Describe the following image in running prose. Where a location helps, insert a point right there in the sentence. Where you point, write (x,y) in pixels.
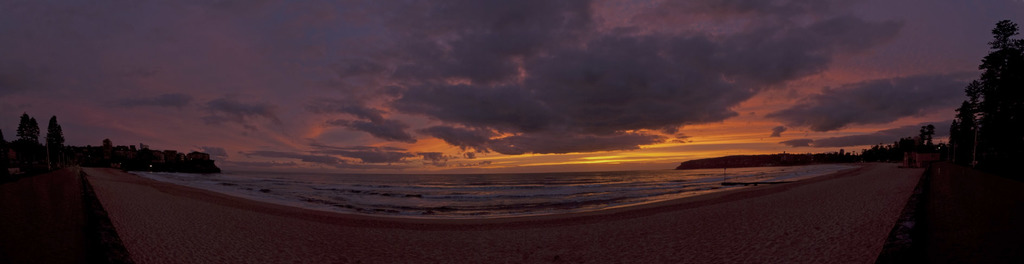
In the picture we can see sand (310,216), water (451,204), there are some trees (74,158) on left (74,158) and right side of the picture (835,158) and in the background of the picture (487,126) there is cloudy sky (572,131).
